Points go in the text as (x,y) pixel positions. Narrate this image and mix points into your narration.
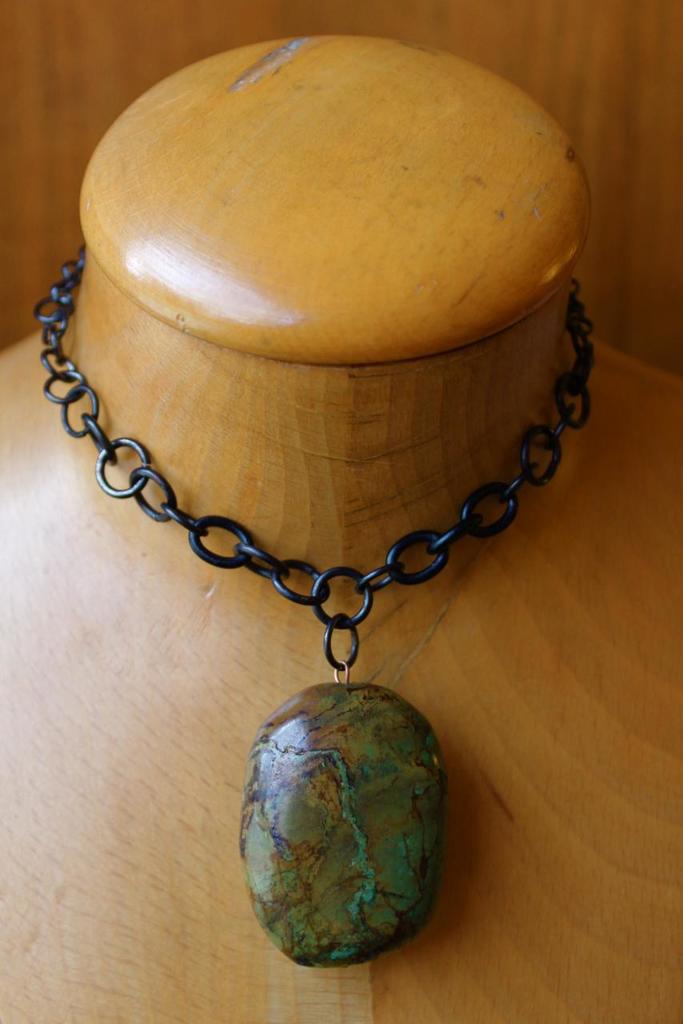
In this picture there is an ornament (437,573) on the wooden object (295,359). At the back (65,71) it looks like a wooden wall (627,128).
